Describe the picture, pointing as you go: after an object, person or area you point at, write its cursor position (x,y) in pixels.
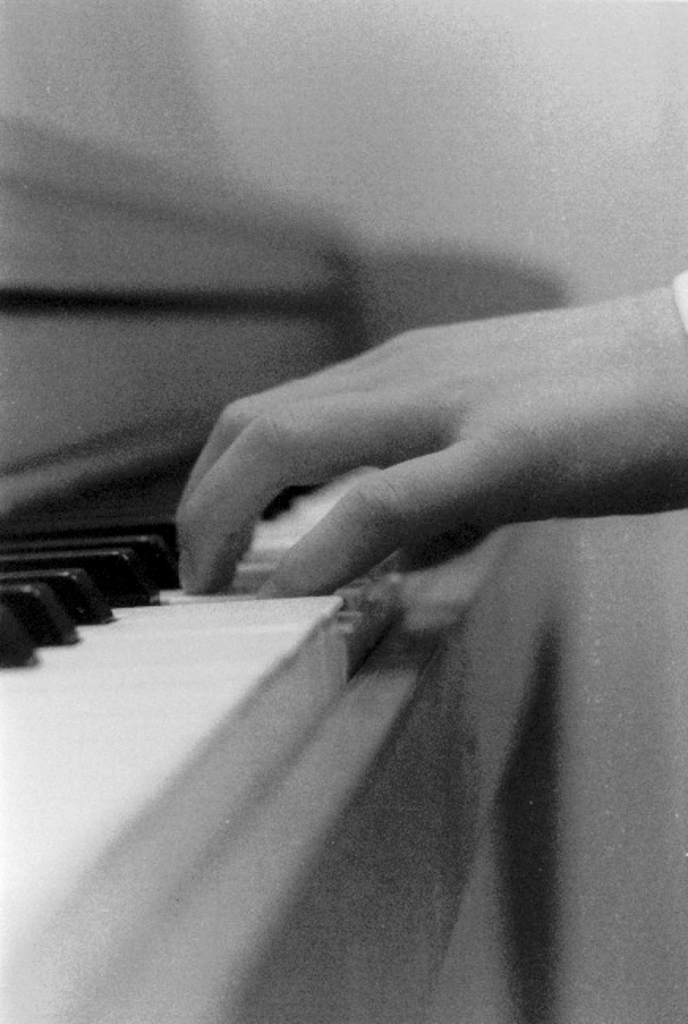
It is a black and white picture. Here we can see person hand (365,493) on a piano (194,632). Background (668,155) there is a blur view.
